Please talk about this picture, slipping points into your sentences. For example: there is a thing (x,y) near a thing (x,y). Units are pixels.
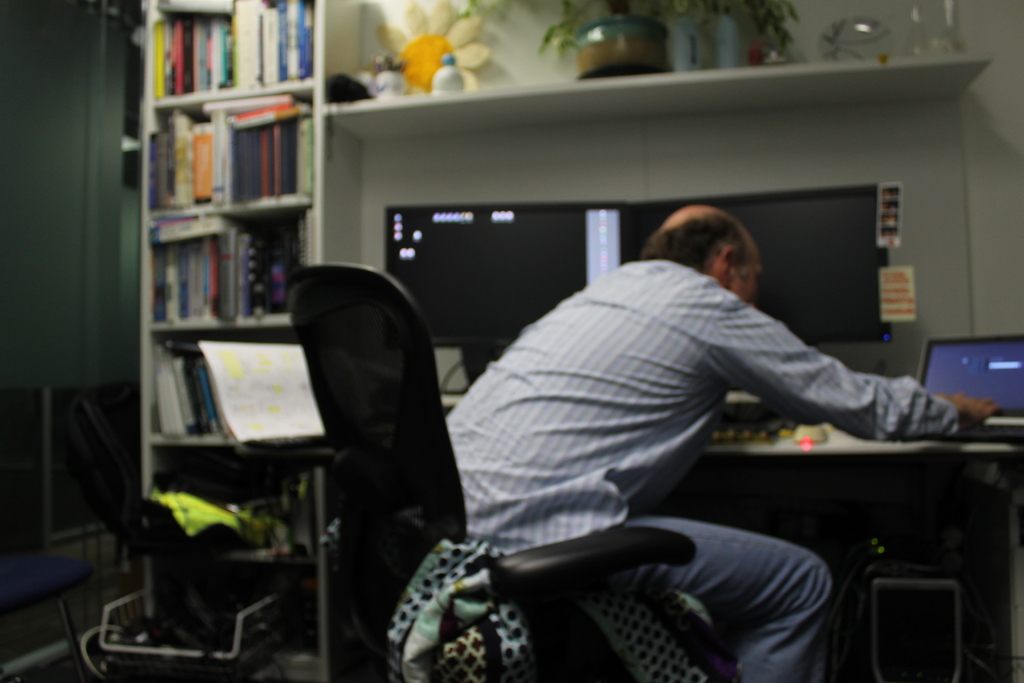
In this picture there is a man (560,411) sitting on a chair (640,557) besides a table (804,425). He is working on a laptop (941,377), Before him there are two systems (582,255). Towards the left (177,366) there is a shelf (266,95) full of books (160,295). In the top (597,49) there is a plant (611,44), two bottles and some glasses (954,28).
